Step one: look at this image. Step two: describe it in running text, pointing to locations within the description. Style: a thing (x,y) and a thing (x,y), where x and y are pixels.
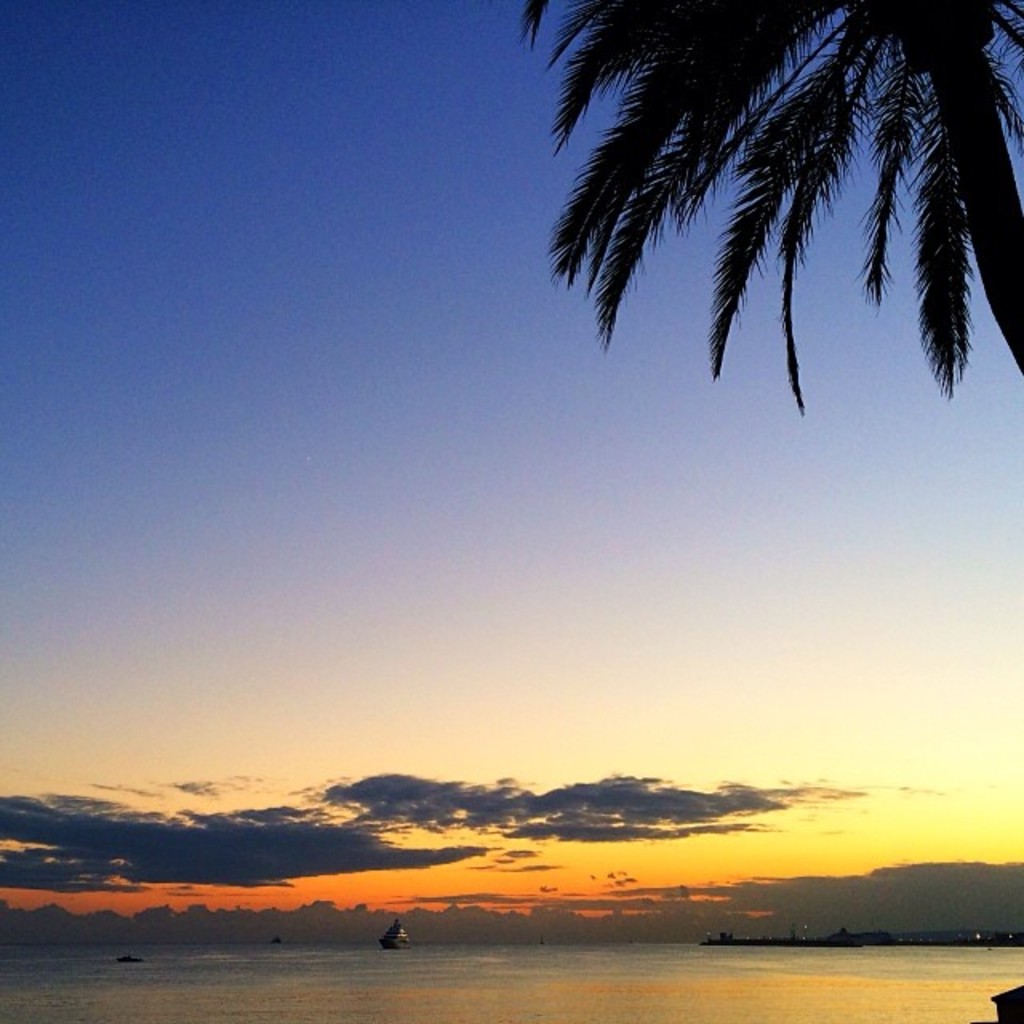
In this picture I can see the tree (743,226) on the right side (725,268). I can see the ship (404,944) on the water (502,944). I can see clouds (511,796) in the sky (466,713).
